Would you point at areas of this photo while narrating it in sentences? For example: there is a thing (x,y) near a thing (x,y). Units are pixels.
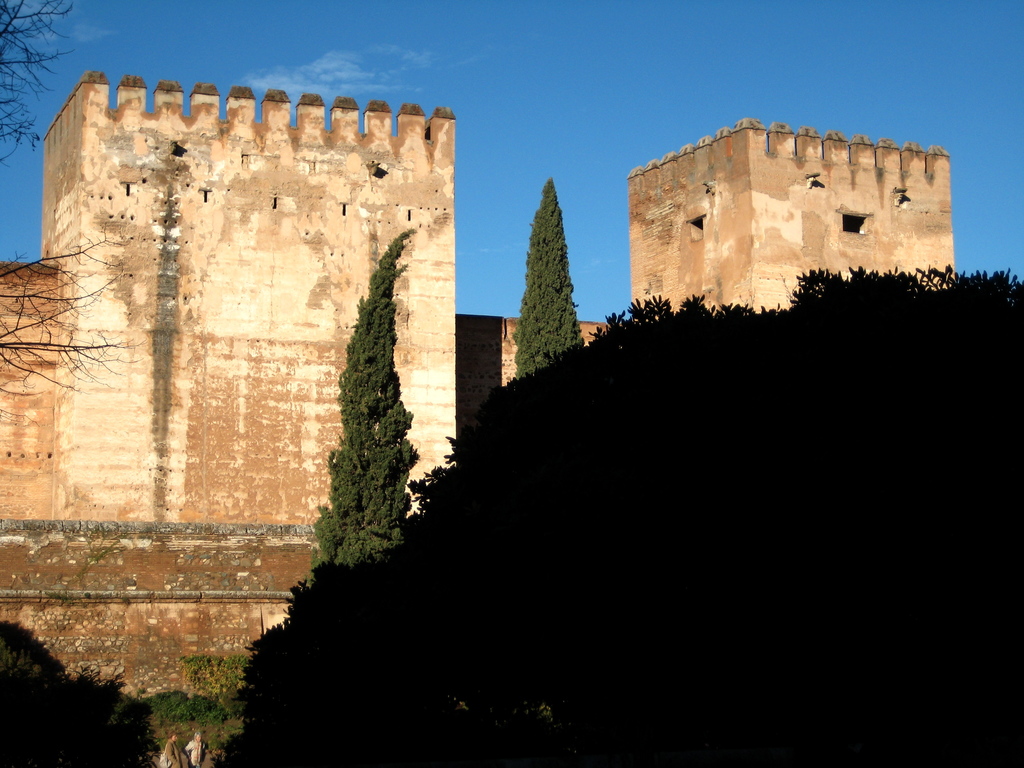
This is an outside view. At the bottom (531,529) there are many trees (626,613). In the middle of the image (660,260) there are few buildings (672,268). At the top of the image (604,56) I can see the sky (608,58) in blue color.
